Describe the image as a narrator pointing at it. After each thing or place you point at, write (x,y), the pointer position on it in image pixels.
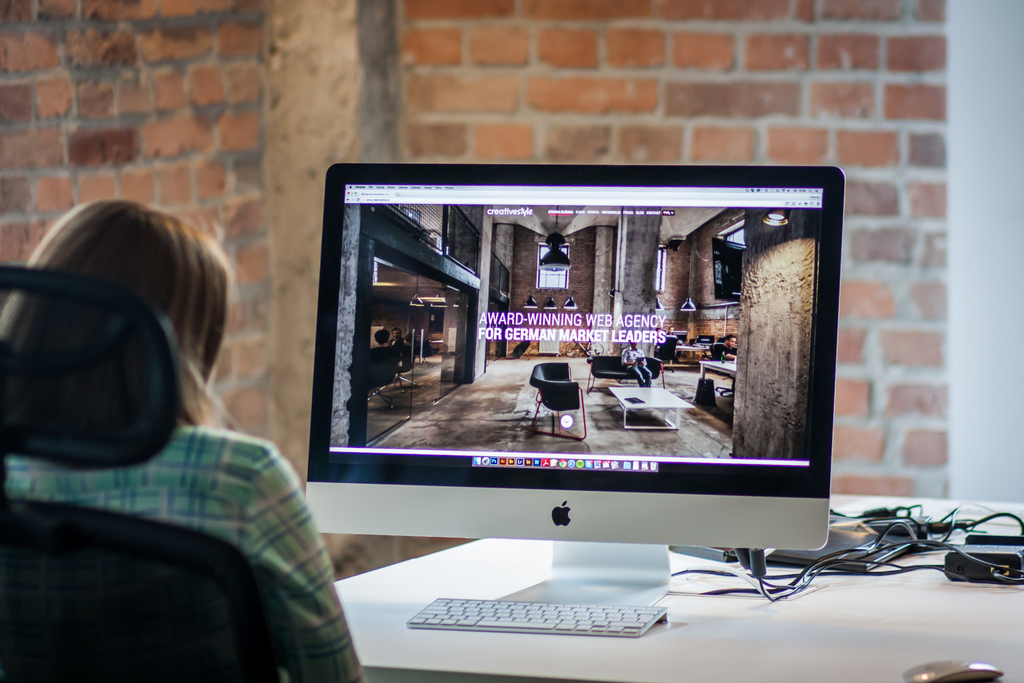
In this image I can see the person (133,489) sitting on the chair (175,545). The person (135,503) is wearing the green and blue color dress (163,514). I can see the table (543,649) in-front of the person (152,502). On the table (556,642) I can see the system (491,508), laptop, mouse (982,667) and some wires (884,564). In the background (667,115) I can see the brown color brick wall (541,69).
